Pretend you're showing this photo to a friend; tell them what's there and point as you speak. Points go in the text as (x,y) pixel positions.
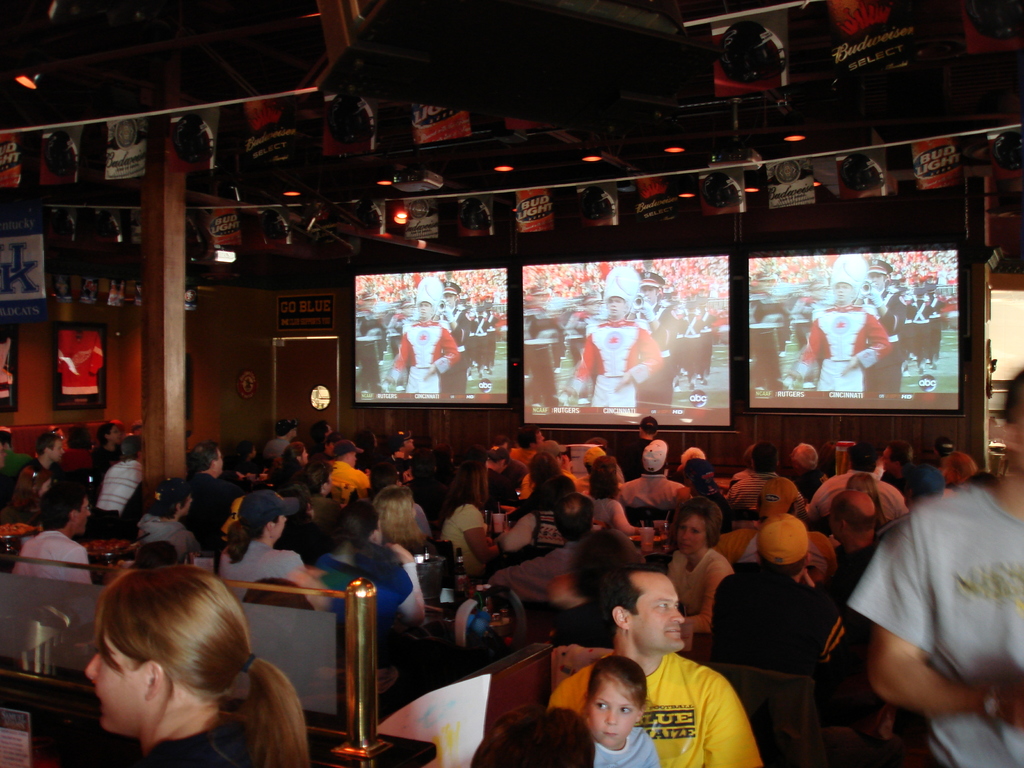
In this image we can see few persons (146,610) are sitting on the chairs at the tables (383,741) and we can see bottles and objects (13,526) on the tables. On the right side (1009,595) a person (951,623) is standing. In the background (532,381) we can see screens (571,353), boards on the wall (208,398), door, small posters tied to the ropes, lights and other objects (178,352).
